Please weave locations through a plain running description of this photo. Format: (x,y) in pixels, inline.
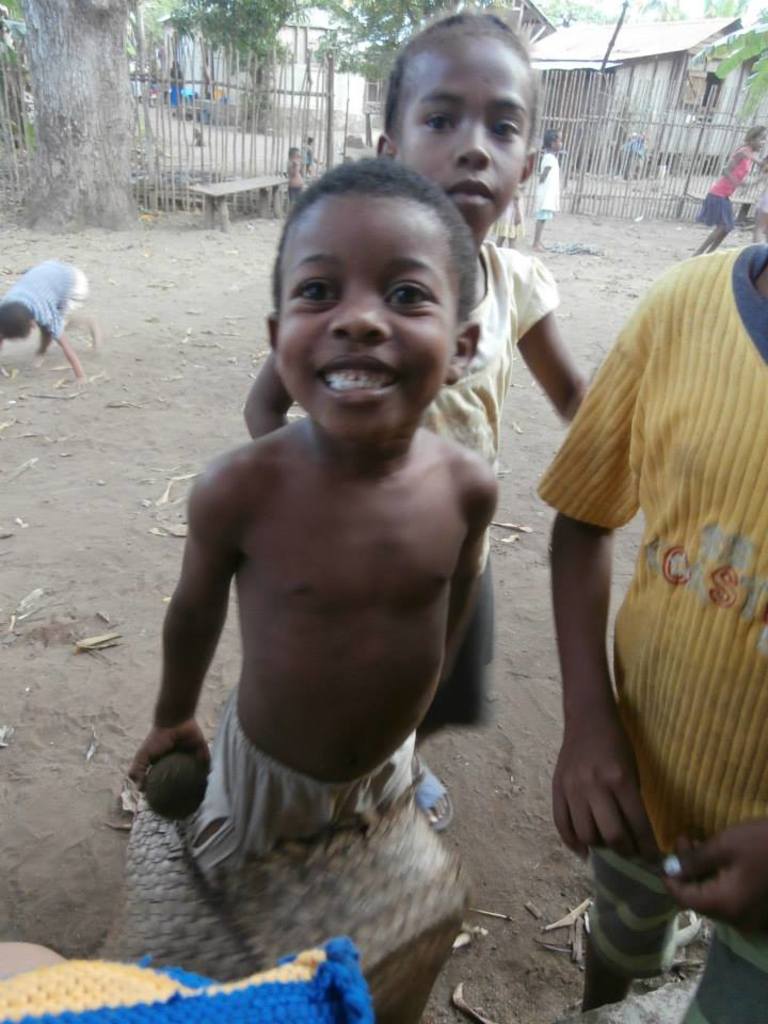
In this image there are a few people (406,466) standing and playing on the surface (502,547), one of them is holding an object (181,770), in the background (209,144) there is a wooden fence (259,118), trees (59,104) and houses (632,69).
